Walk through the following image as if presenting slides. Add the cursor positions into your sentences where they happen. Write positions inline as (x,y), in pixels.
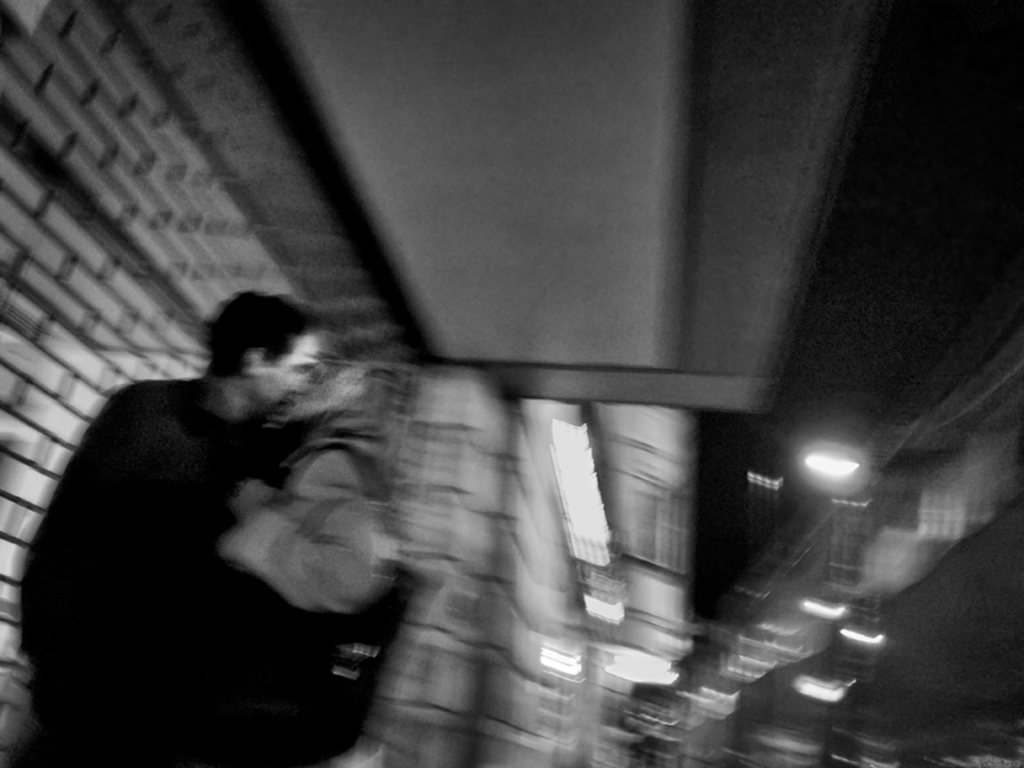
In the picture there is a person (343,377), there are lights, there is a wall (73,379).
